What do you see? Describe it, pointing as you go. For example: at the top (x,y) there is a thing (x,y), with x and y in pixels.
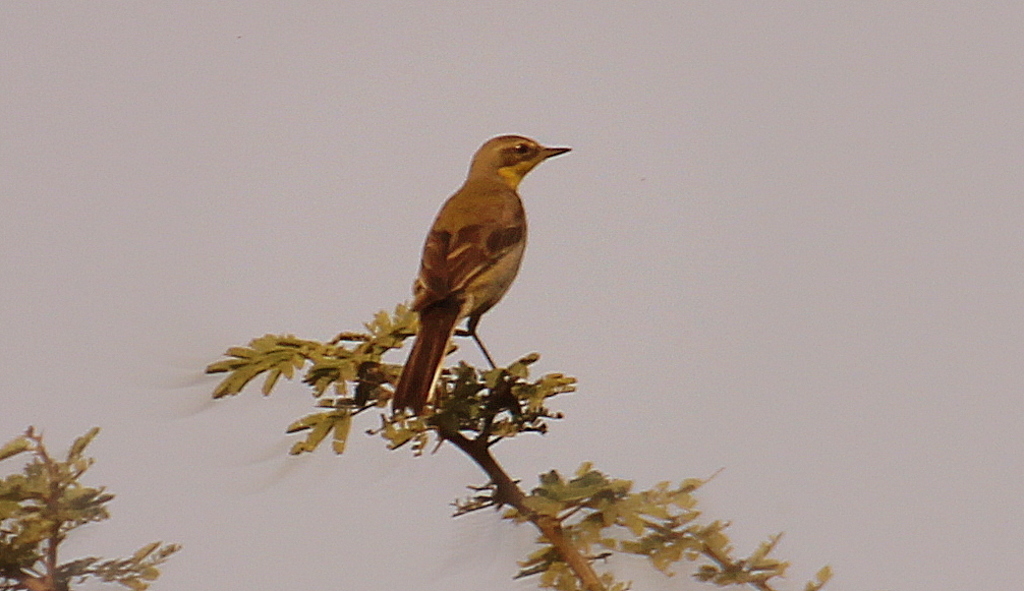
In this picture I can see the leaves (68,482) on the stems (53,482) and I can see a bird (493,165) in the center of this image (476,203). I see that it is white color in the background (366,43).
